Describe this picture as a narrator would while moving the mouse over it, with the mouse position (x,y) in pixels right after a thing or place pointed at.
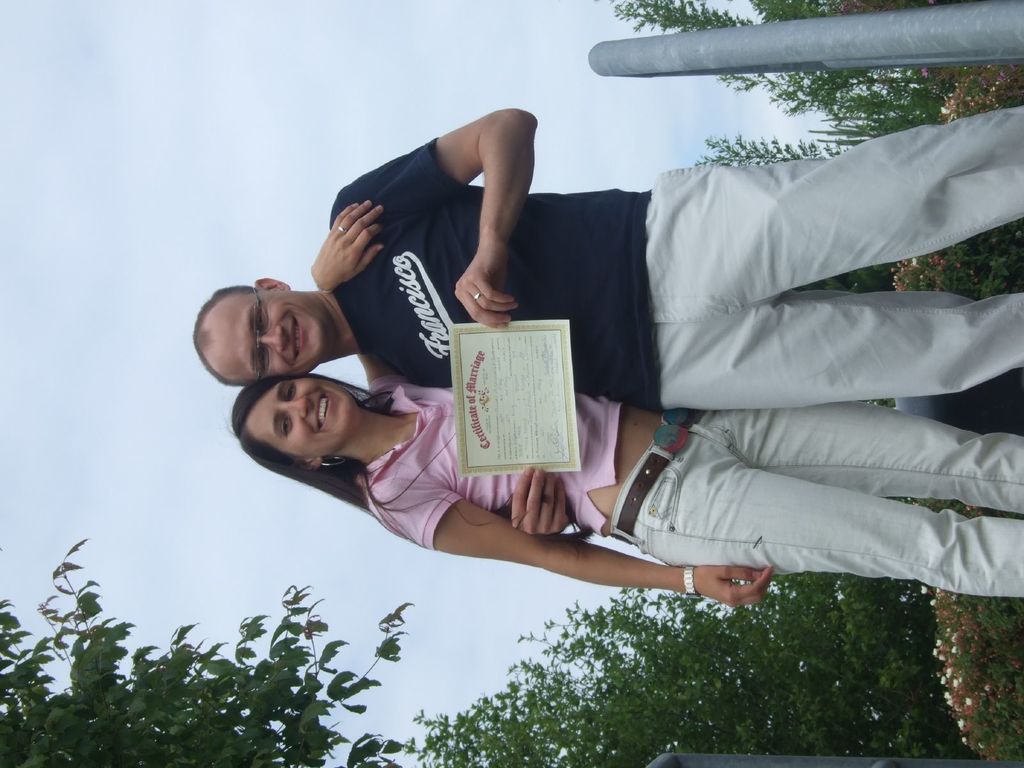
In this image I can see two persons (389,287) are standing and I can see smile (295,332) on their faces (310,426). I can see he is wearing black t shirt (437,243), white pant (689,271), specs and she is wearing pink t shirt (430,480), white jeans (764,491) and a belt (672,440). I can also see he is holding a certificate (459,379). In the background (760,726) I can see number of trees (97,584), the sky (242,190) and flowers (987,100).
